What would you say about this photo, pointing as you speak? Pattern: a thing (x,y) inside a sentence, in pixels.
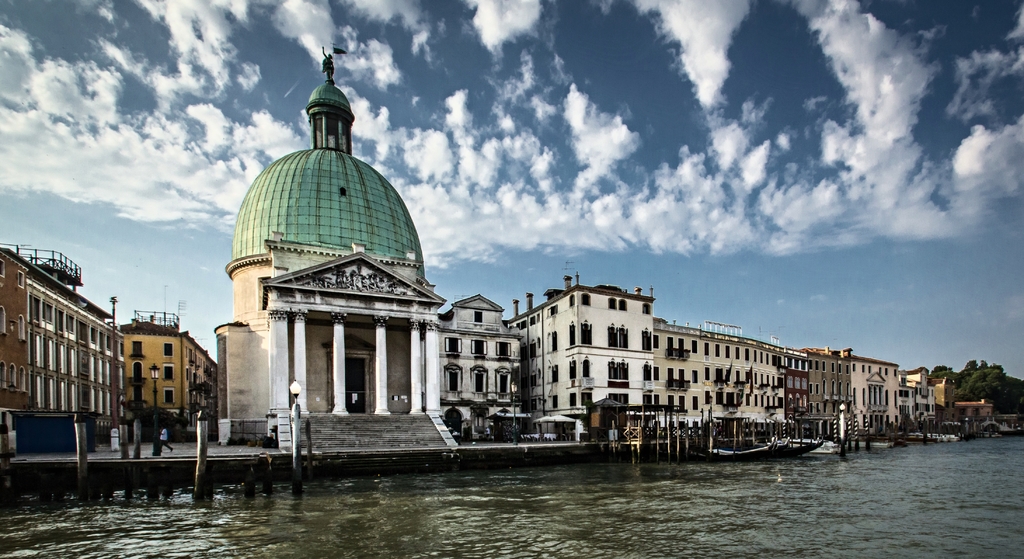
In this image I can see the water (640,506). I can see the boat (763,454) on the water (653,484). To the side of the water (486,522) I can see the buildings (480,390) with windows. To the left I can see the person (163,437) walking. In the background (773,312) I can see the clouds (490,27) and the sky (551,282).
